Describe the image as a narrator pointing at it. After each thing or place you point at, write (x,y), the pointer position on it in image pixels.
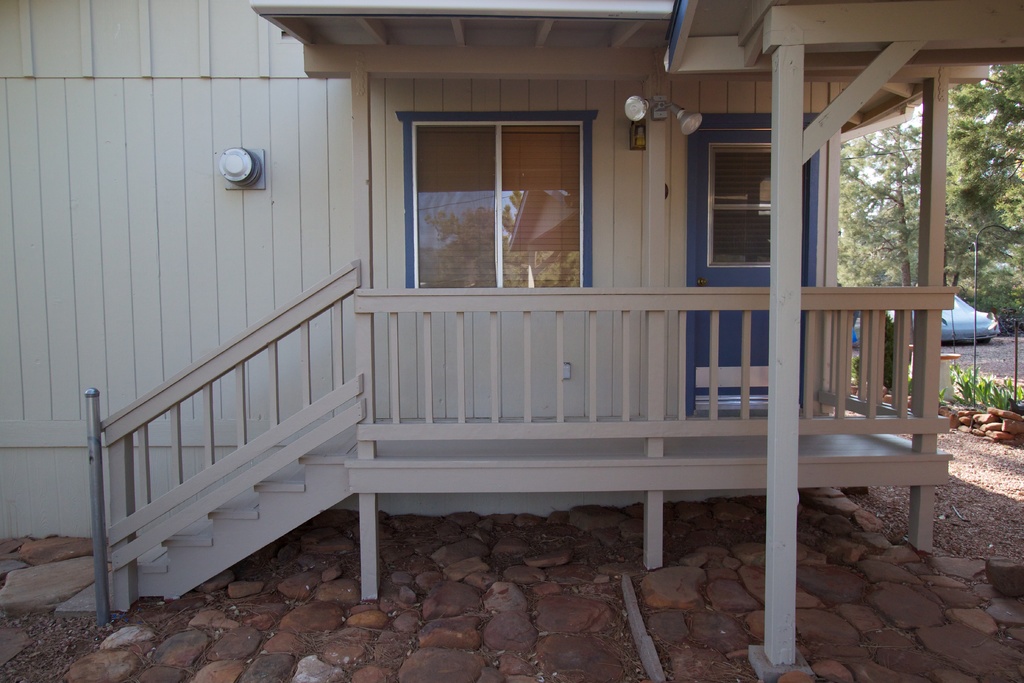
In this picture I can see a building (627,246) and I can see few trees (845,185) and plants (983,378) and few rocks (281,629) on the ground (654,622) and I can see a glass door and a glass window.
